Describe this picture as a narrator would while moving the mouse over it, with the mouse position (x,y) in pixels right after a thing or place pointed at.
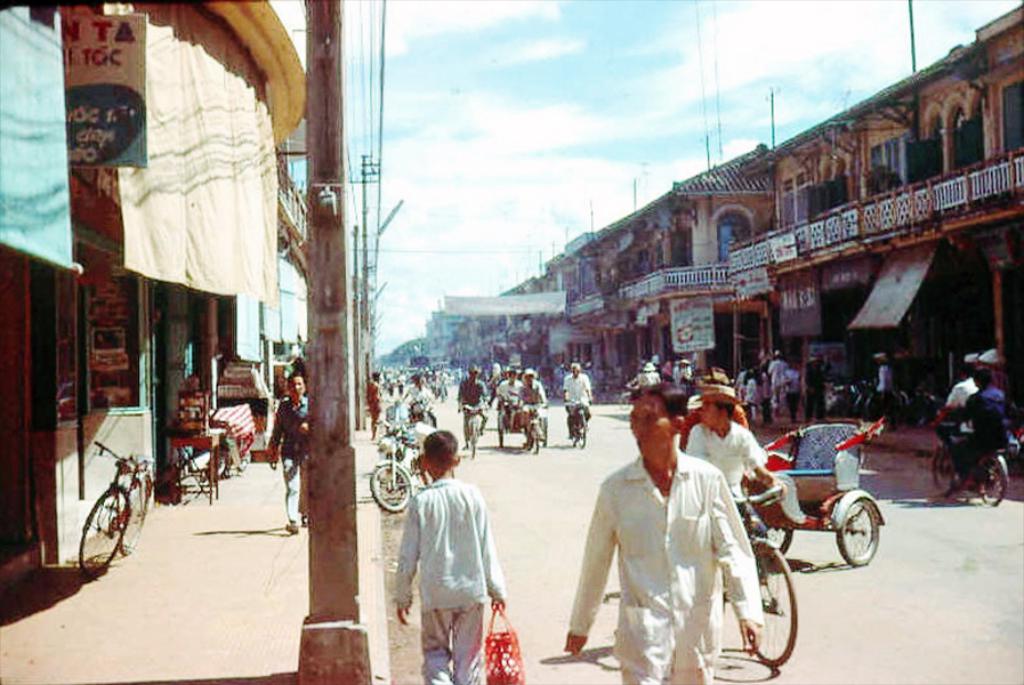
In this image it seems there is a road (532,544) on which there are people (427,400) riding cycle (577,435), rickshaw (813,471) and few people (679,595) are walking on the road (447,404). To the left side (145,315) there are buildings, hoardings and banners (541,300). To the left side (285,129) there is a store (139,301).
